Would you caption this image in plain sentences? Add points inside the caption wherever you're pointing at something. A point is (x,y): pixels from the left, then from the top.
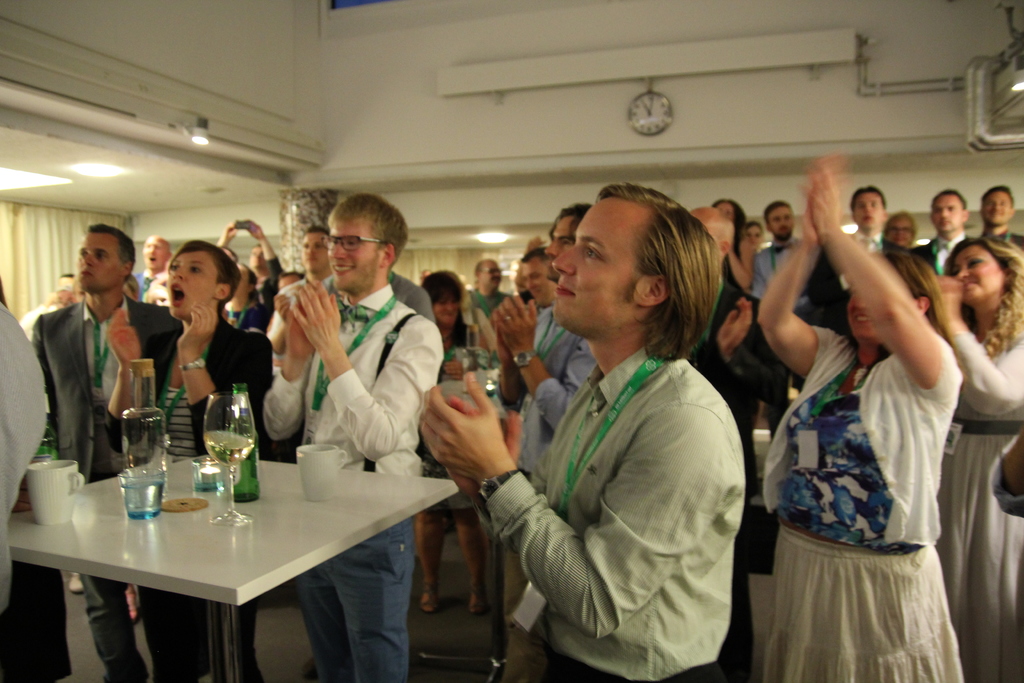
there are so many people (508,354) standing in a hall (692,139) clapping and there is a table (330,526) where some bottles (39,455) cup (55,490) and glasses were kept.
